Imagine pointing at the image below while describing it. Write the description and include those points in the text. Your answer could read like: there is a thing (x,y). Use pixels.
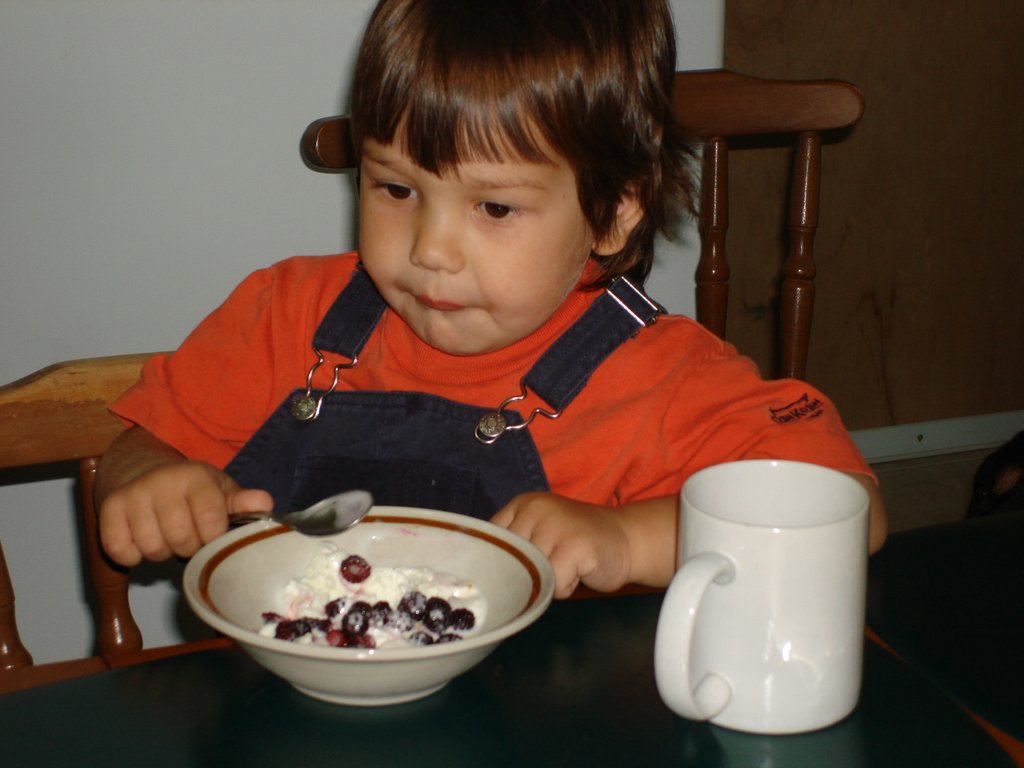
In this picture there is a boy (461,336) wearing an orange t shirt (645,357) is holding a spoon (311,519) in his hand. There is a bowl (377,666) and a cup (750,640) on the table (254,717). This boy (379,271) is sitting on the chair (799,229).
